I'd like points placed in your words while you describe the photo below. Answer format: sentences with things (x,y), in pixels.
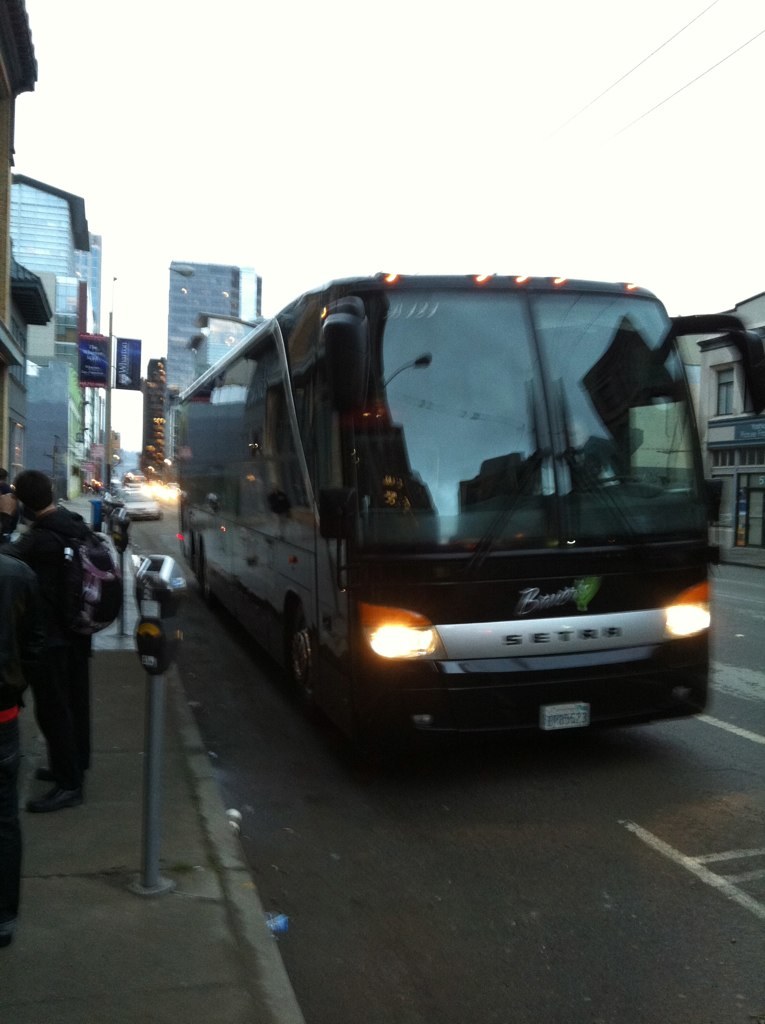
In this image there is a bus (409,680) on the road (447,762), behind the bus (237,547) there is a car (149,492), beside the bus (205,520) on the pavement (109,921) there are a few persons (64,682) standing, on the either side of the road (437,752) there are buildings (168,370).
